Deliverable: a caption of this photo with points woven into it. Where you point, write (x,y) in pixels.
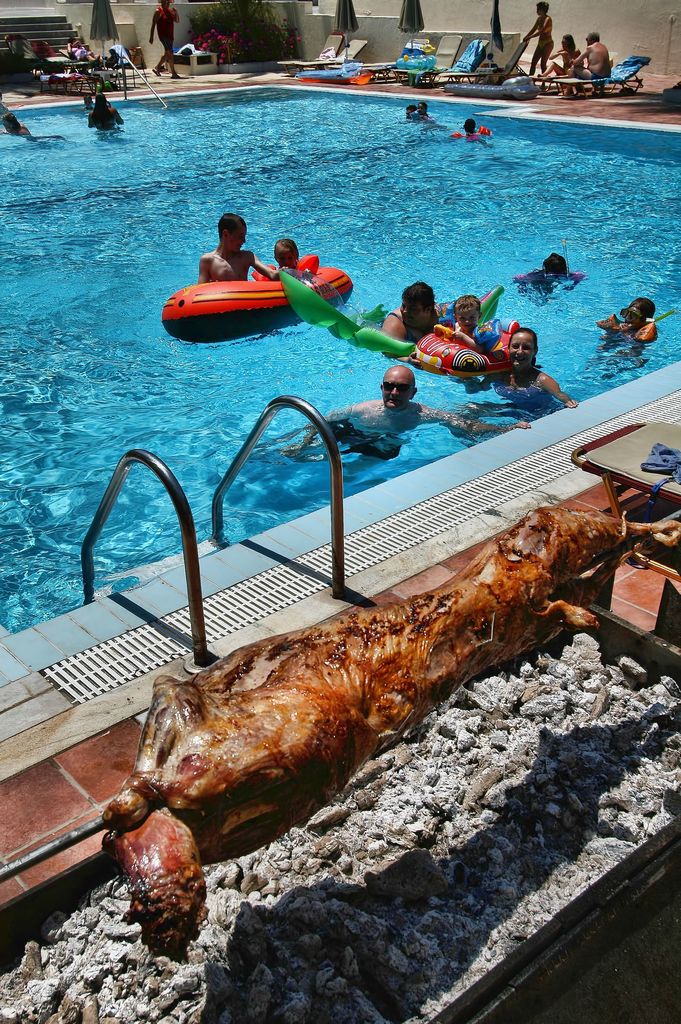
In this image there is a pool (237,163) and we can see people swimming in the pool (573,140). In the background (446,80) there are chaise lounges (391,71) and we can see parasols (104,19). There are people (96,61). On the left (55,32) we can see stairs (48,31). At the bottom (273,821) we can see meat (312,738) placed on the skewer (84,827). At the bottom (536,771) there is a grill (508,873) and we can see a table (613,456). There are plants (280,35).
